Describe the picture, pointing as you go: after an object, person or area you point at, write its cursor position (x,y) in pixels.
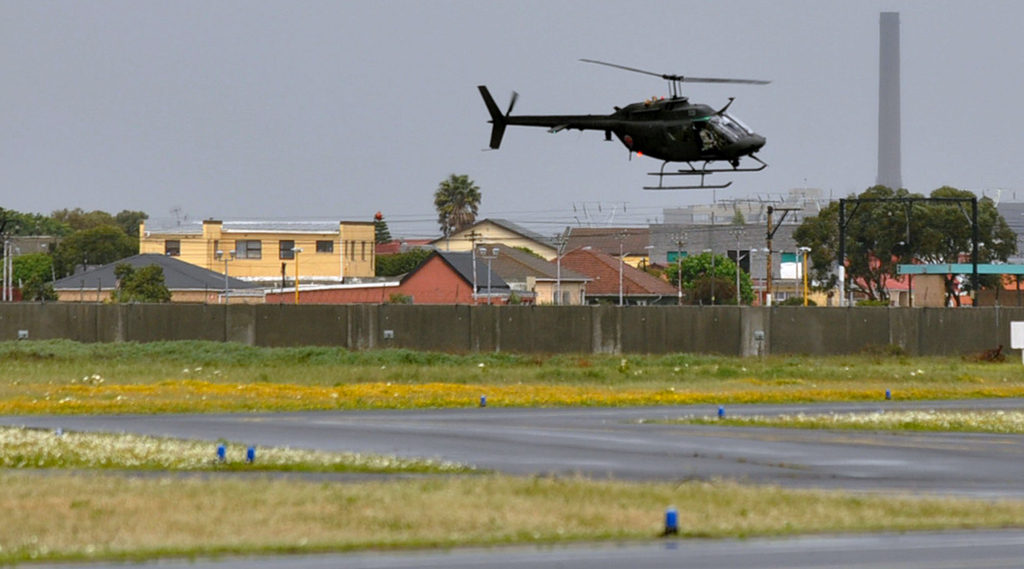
In the image there is a road (349,415) and around the road (112,422) there is some grass (289,398) and there is a helicopter (612,119) in the air (572,197), there is a fencing (652,332) behind the grass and behind the fencing (433,318) there are many houses (309,234) and in between the houses (600,272) there are trees (828,259).
